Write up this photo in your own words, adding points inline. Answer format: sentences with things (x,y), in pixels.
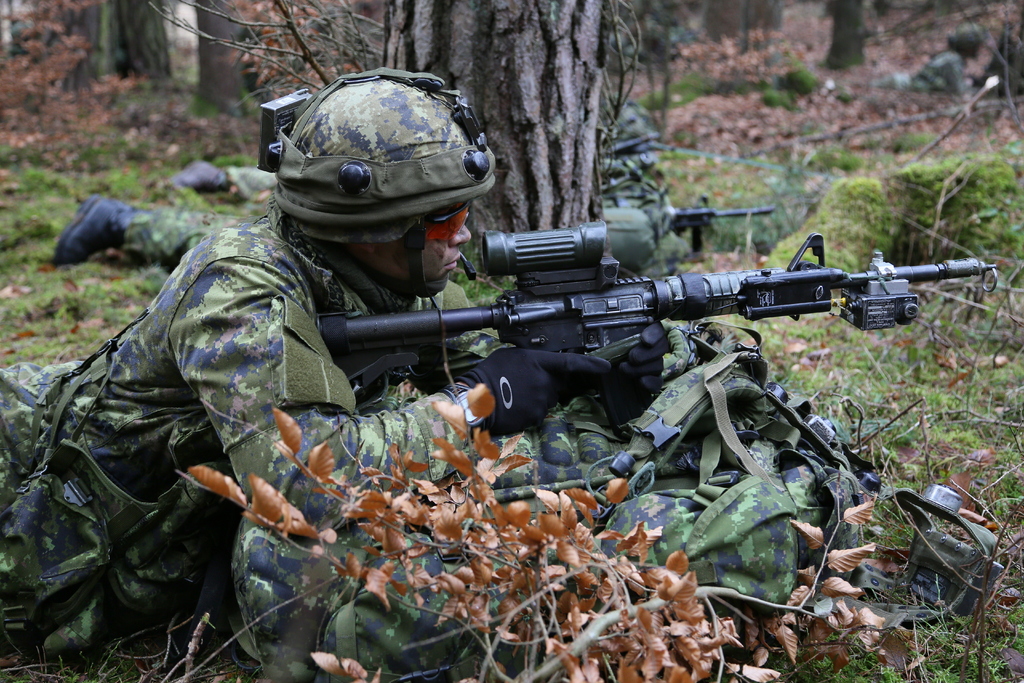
In this picture I can see a man (231,298) in front (401,330), who is wearing army uniform (250,335) and I see that he is holding a gun (602,304) and I see a bag (515,478) near to him. In the background (65,278) I can see the plants (8,112) and trees (129,54) and I see few persons (212,185).
